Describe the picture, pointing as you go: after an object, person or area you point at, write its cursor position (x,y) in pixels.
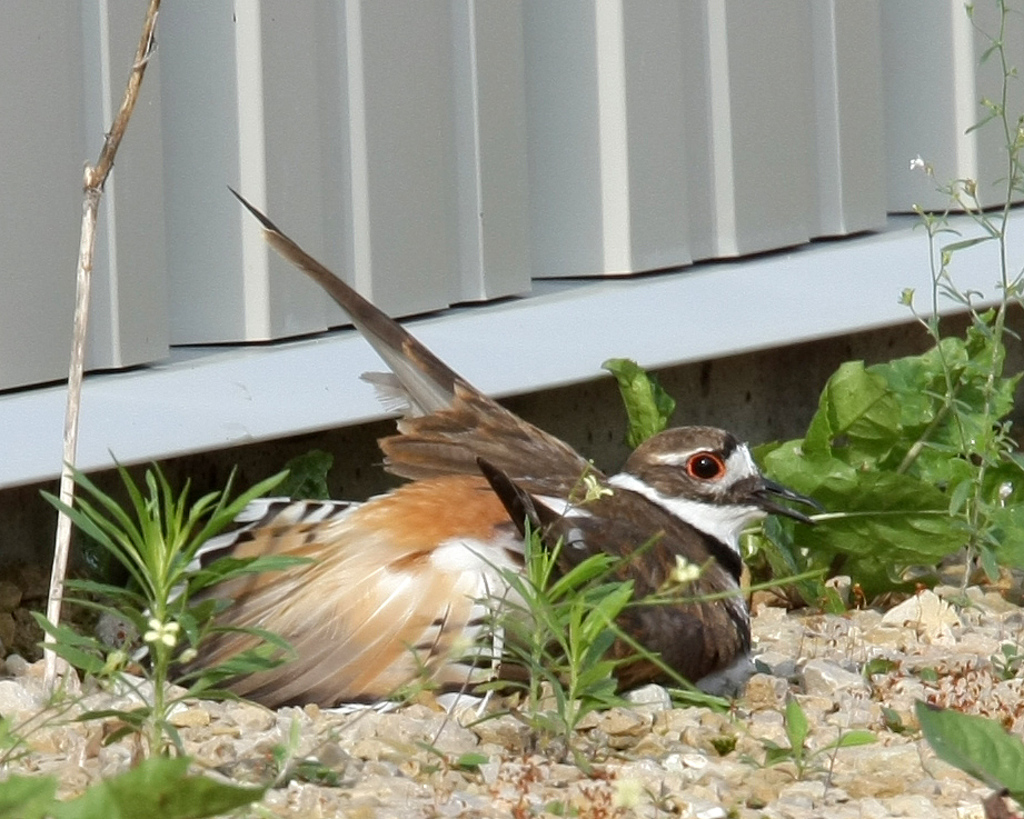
In this image I can see the bird (347,645) which is in white, brown and black color. It is on the stones (573,770). I can see the plants (534,687). I can see the white and ash color background (583,358).
